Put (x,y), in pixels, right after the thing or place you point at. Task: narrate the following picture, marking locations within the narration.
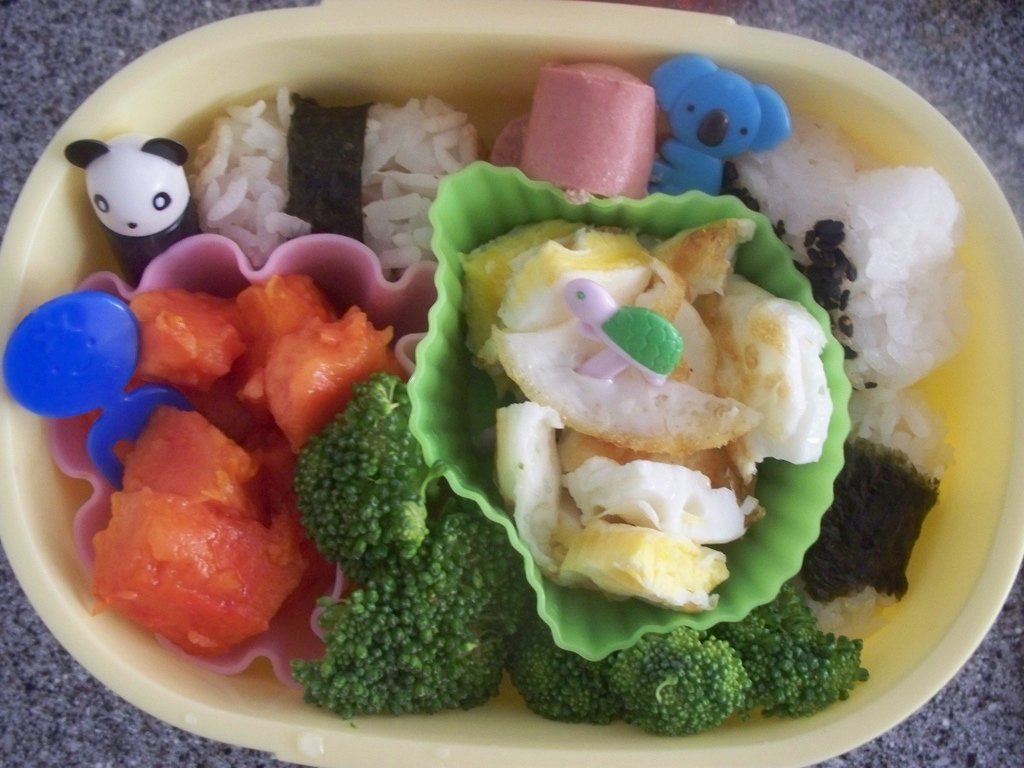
In the center of the image (474,390) we can see a bowl (976,379) which contains food (567,324) is present on the floor (1019,754).
